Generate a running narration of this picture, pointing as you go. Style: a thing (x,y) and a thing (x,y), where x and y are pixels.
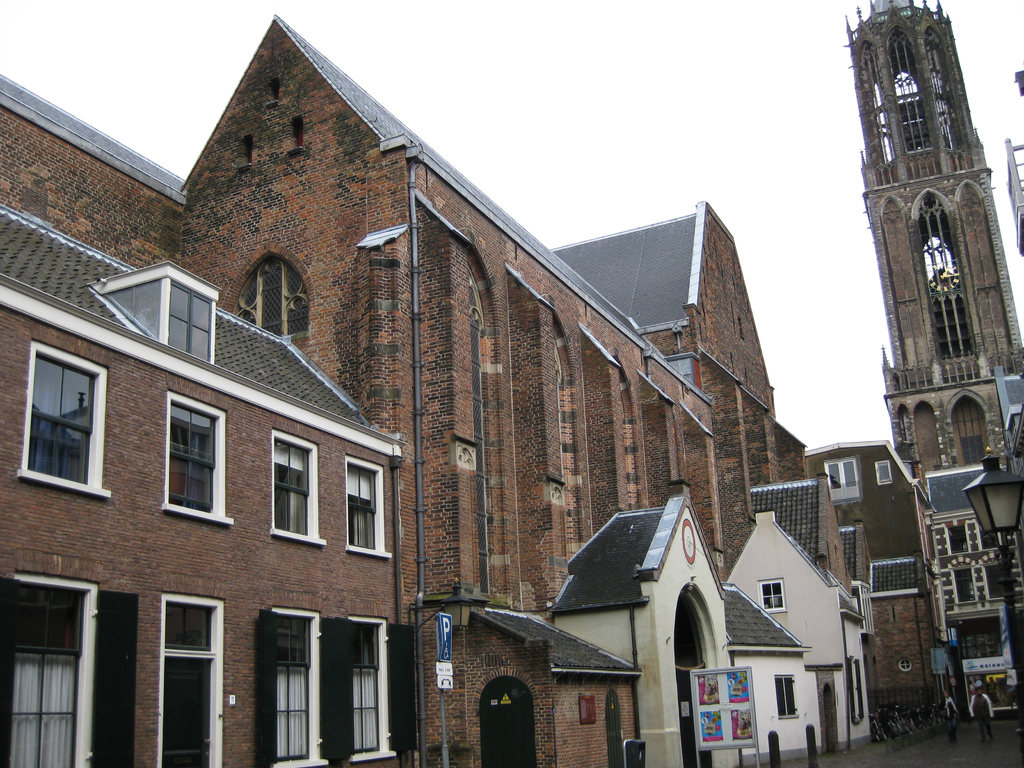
In this picture we can see people (951,721), bicycles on the road (925,756), here we can see name boards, electric pole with a light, buildings (938,630) and metal poles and we can see sky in the background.
